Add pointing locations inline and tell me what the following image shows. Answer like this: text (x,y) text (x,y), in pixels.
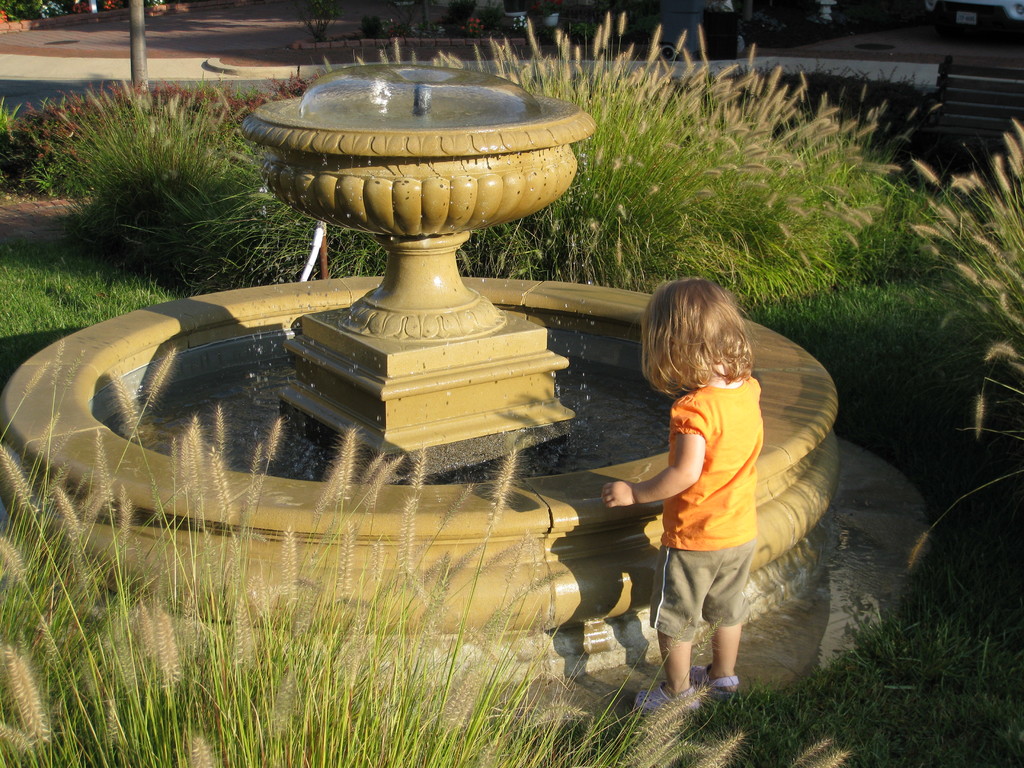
In this image on the right (738,469), there is a girl (738,469), she wears a t shirt (715,516), trouser (708,600), shoes (726,678). In the middle (408,407) there is a fountain (481,438). At the bottom (477,584) there are plants (635,738) and grass (958,588). In the background (60,148) there are plants (204,102), grass (58,265), road (72,45) and pole (132,22).
